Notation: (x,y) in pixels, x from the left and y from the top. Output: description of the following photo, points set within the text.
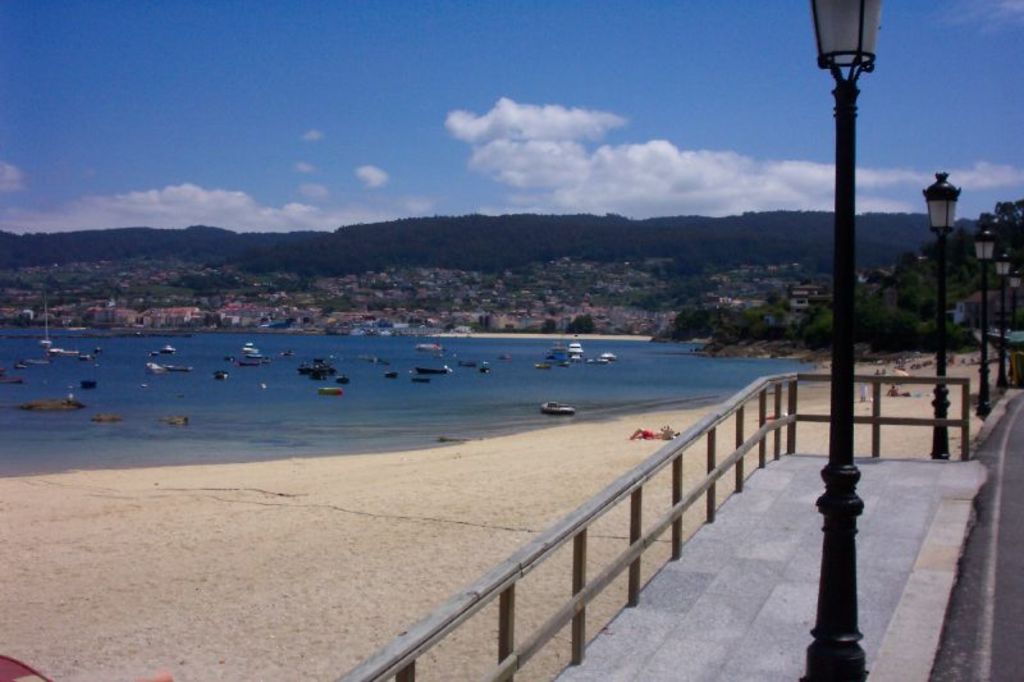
In this picture there is path (789,560) at the bottom side of the image (718,514) and there are lamp poles (821,31) on the right side of the image (823,5), there are ships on the water (439,414) in the center of the image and there are houses (599,319) and trees (917,331) in the background area of the image (511,234).
